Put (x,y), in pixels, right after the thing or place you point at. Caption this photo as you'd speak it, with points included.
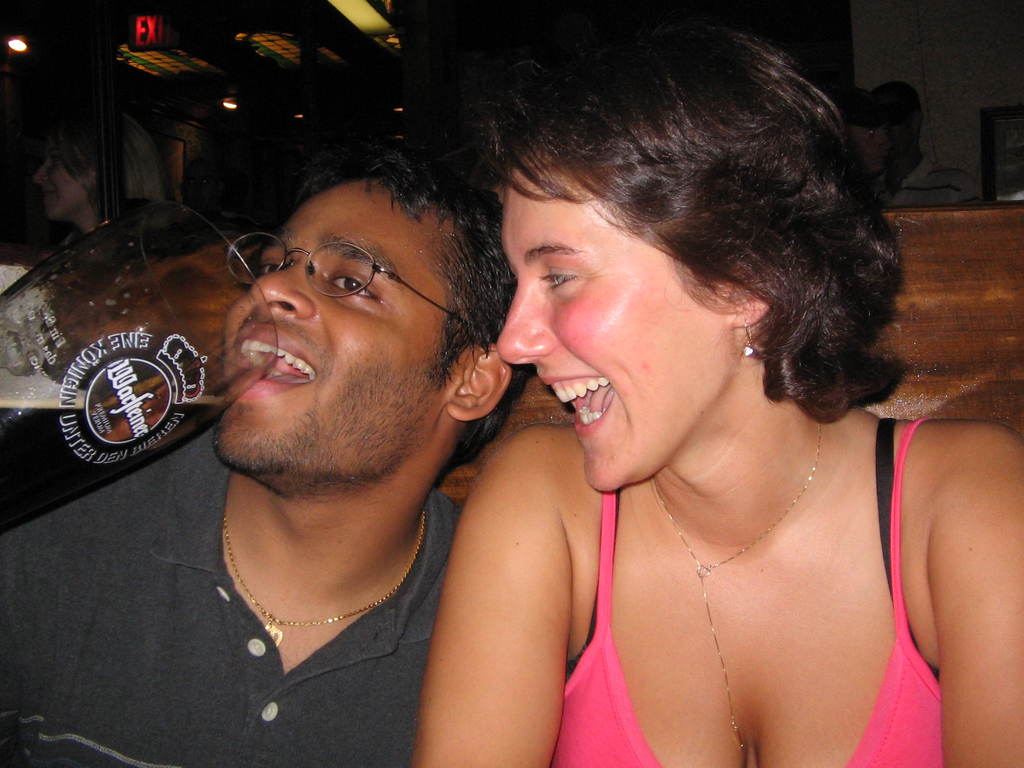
In the image there is a women (665,276) in pink vest (586,667) smiling and a man (269,468) beside her in grey t-shirt (93,547) having beer (26,464) and behind them there is wooden wall (965,287) and few people (852,127) standing in the background (888,151).
